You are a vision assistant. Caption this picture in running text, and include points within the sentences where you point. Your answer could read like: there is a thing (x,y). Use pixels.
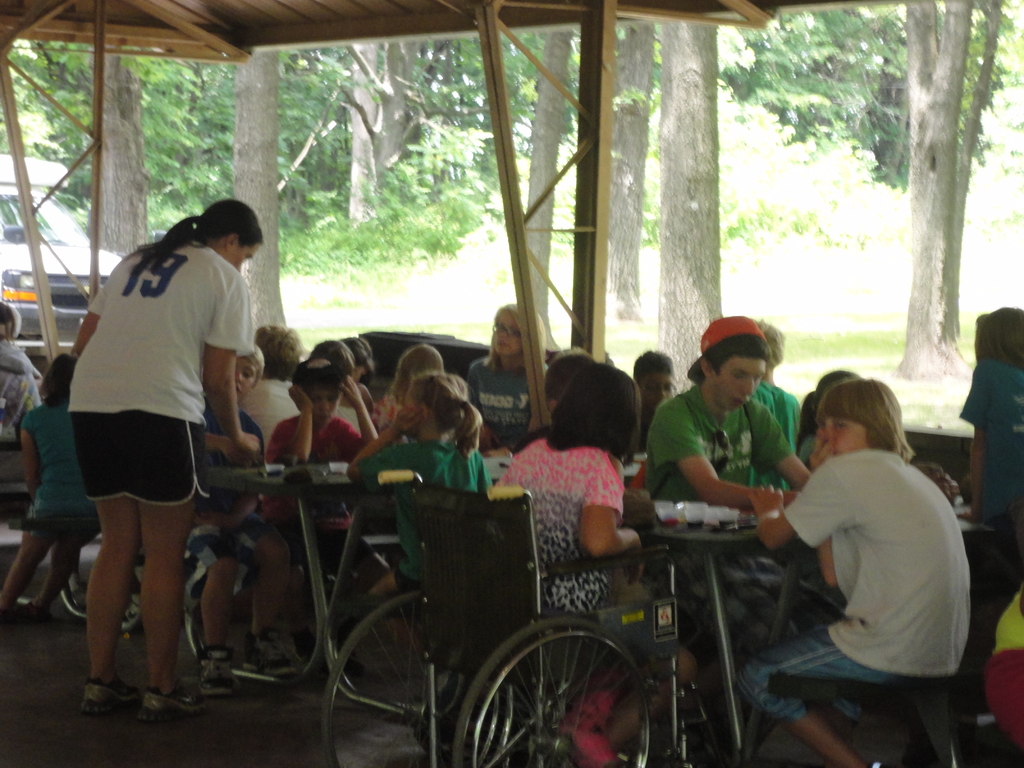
In this image I can see a group of people (447,464) are sitting on the chairs (640,653) in front of tables (728,697) and one person (214,227) is standing on the floor (268,741). In the background (257,210) I can see a shed (250,4), trees (347,147) and vehicles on the road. This image is taken may be during a sunny day.
